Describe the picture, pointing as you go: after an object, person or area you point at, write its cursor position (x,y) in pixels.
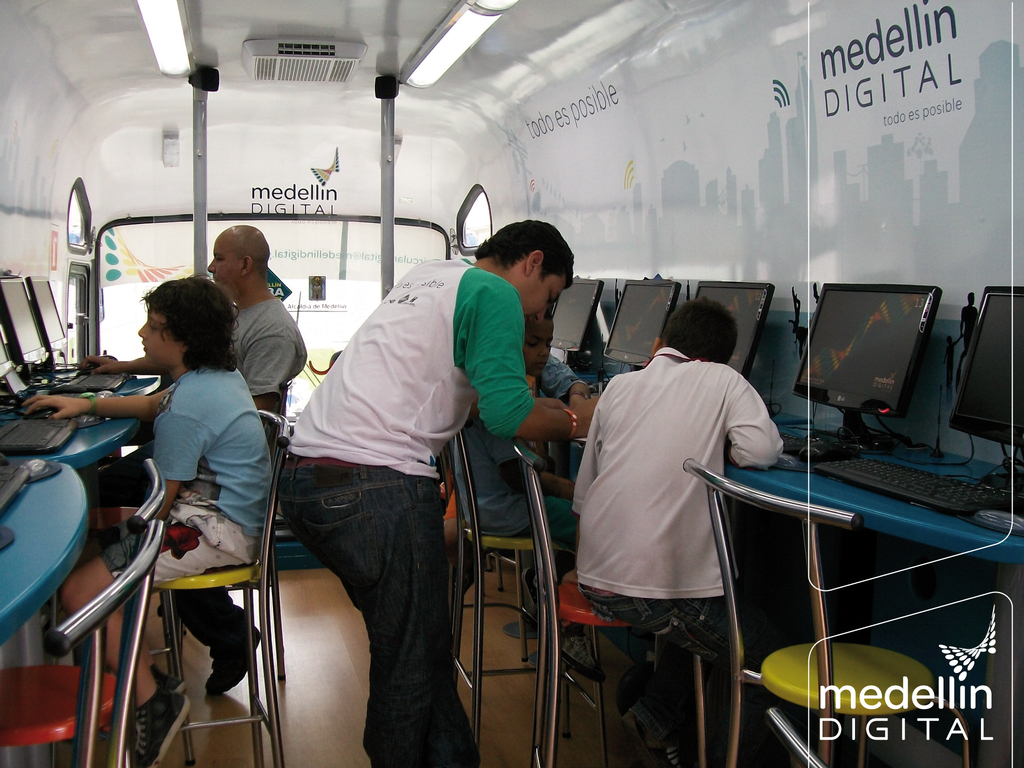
In this image I see that there are 5 persons (150,304), in which 4 of them are sitting and one of them is standing, I can also see that there are few computers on the table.
